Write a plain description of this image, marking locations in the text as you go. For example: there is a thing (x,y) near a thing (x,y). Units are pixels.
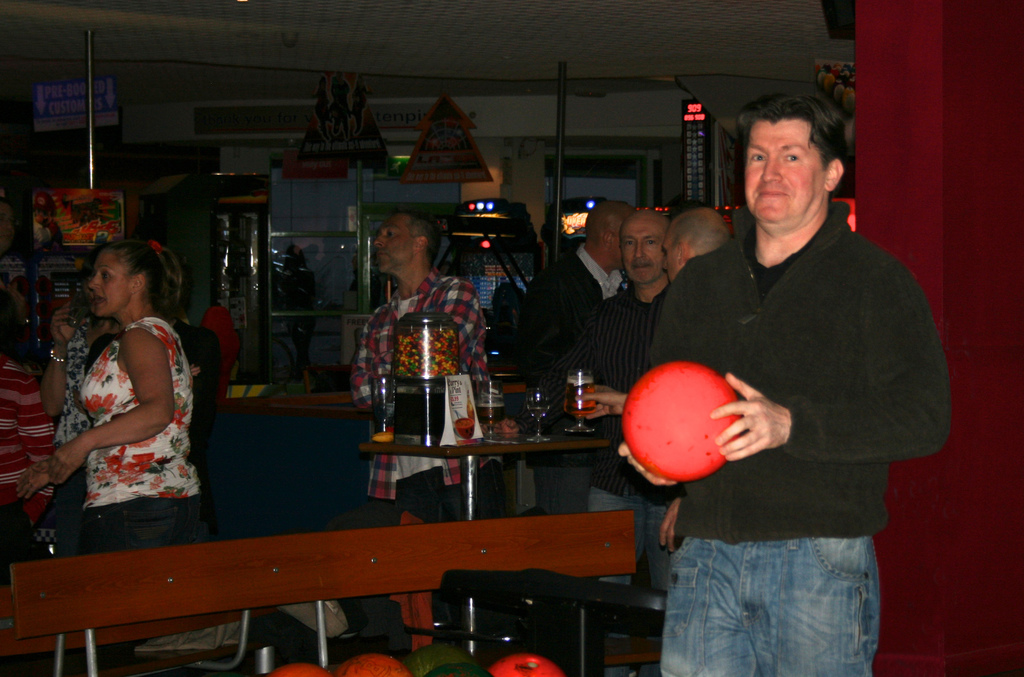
In this image we can see a man (778,392) holding a red color ball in his hands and standing. In the background (194,348) we can see few people (207,376), glasses (547,408) on the table (576,439) and etc.
